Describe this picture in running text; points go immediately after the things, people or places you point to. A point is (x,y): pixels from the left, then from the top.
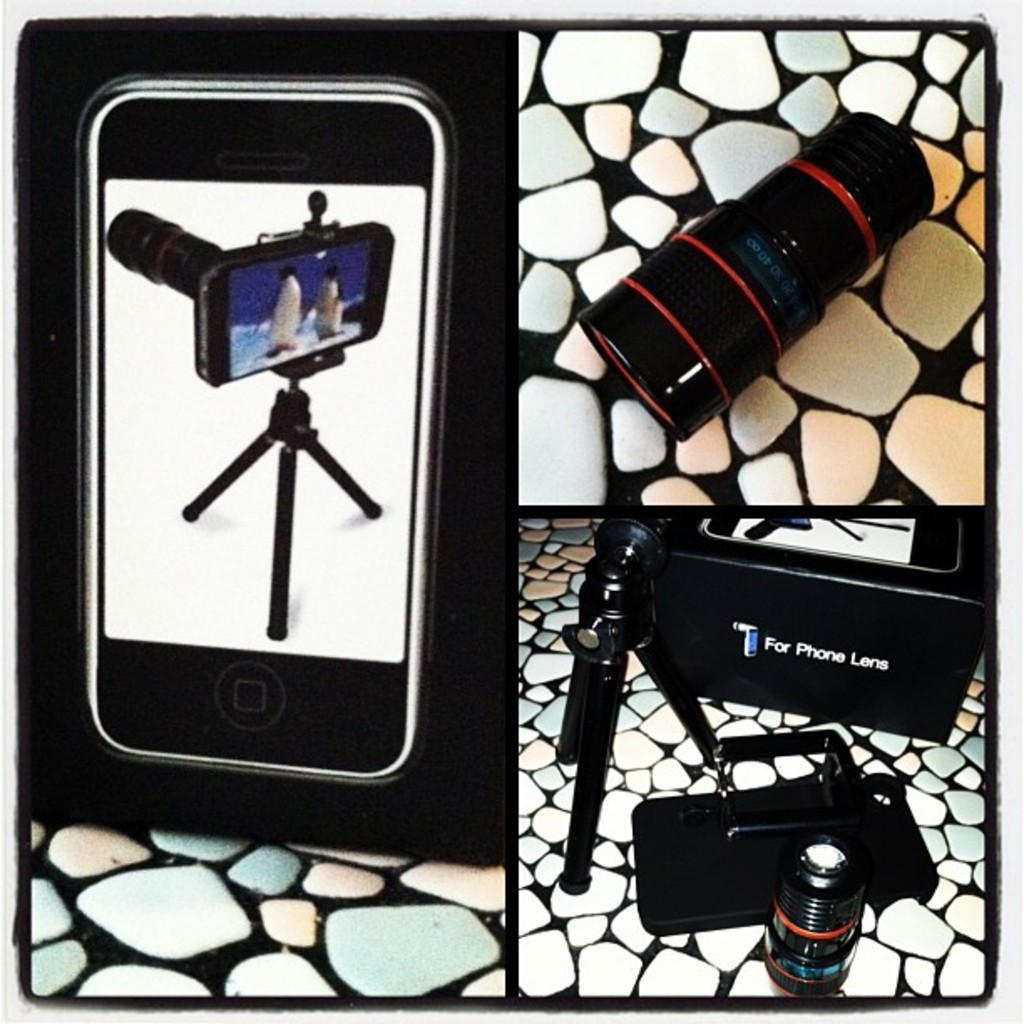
This is a collage image. In this image I can see mobile box (210,719), lens (716,381), stand (606,690) and holder (726,740). These are on the marble floor (398,947).
